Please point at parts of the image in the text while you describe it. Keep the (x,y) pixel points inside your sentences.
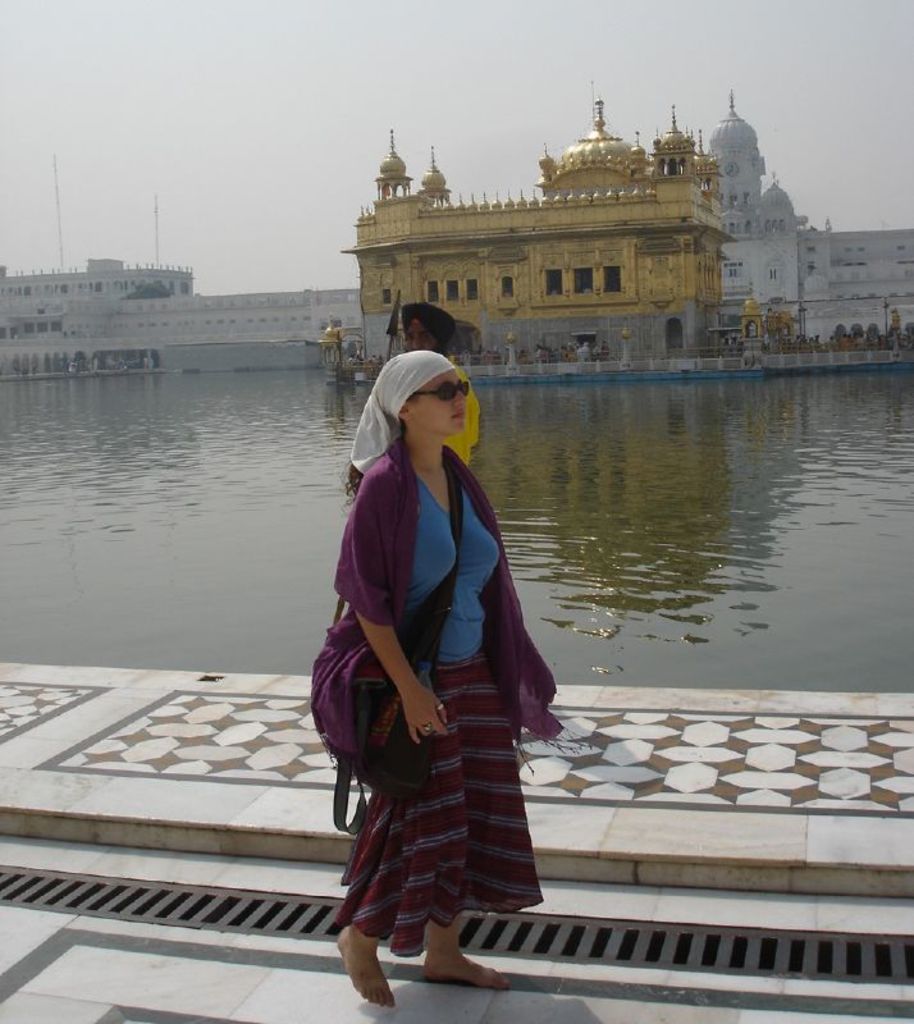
In this image I can see the person (376,650) with the blue and purple color dress (470,591). To the side of the person (464,579) I can see the water (664,554) and many buildings (558,286). In the background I can see the sky (375,117).
